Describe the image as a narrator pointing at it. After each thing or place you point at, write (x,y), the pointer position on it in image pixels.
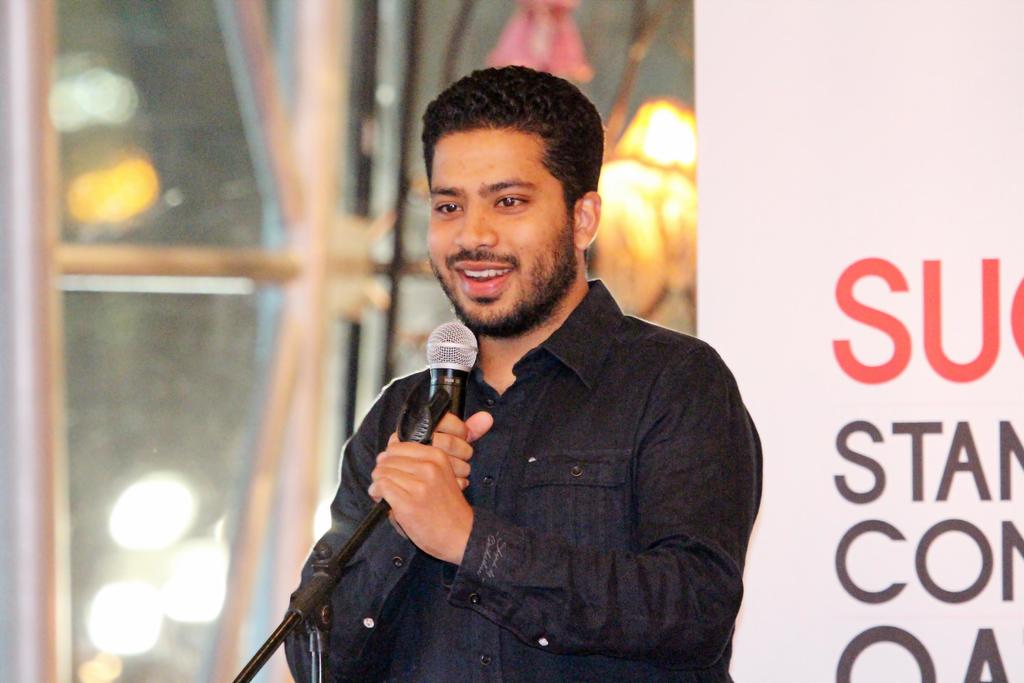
Here we can see a person (491,681) standing in the center (535,318). He is holding a microphone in his hand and he is smiling.
